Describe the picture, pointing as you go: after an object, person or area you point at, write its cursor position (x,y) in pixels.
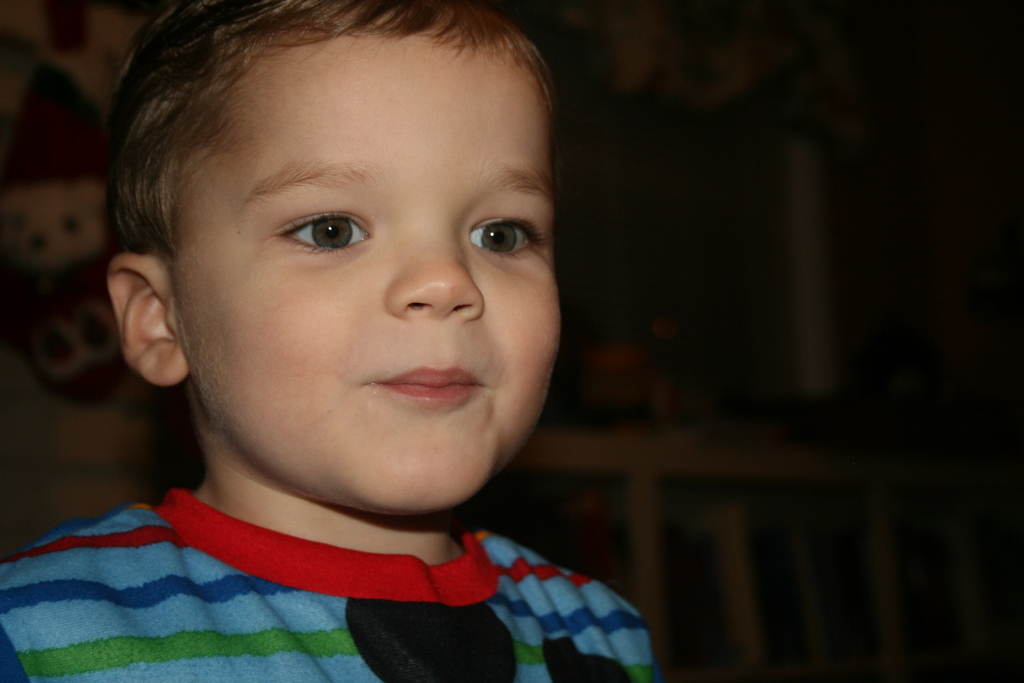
In this image we can see a boy (304,490), behind him, we can see a toy (45,126) and the background (703,590) is dark.
